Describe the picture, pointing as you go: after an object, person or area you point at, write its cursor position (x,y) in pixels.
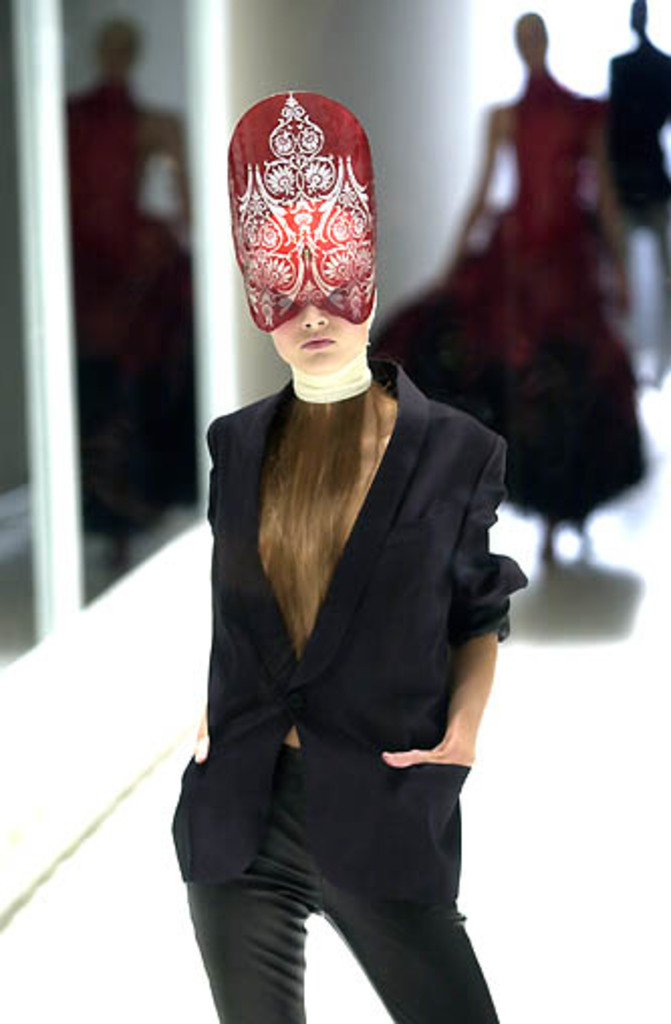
In this image there is a woman (298,378) standing towards the bottom of the image (352,727), there are women (554,249) walking, there is a wall (380,64) towards the top of the image (351,64), there is a glass wall (73,242) towards the left of the image (91,353), the background of the image (476,17) is white in color.
